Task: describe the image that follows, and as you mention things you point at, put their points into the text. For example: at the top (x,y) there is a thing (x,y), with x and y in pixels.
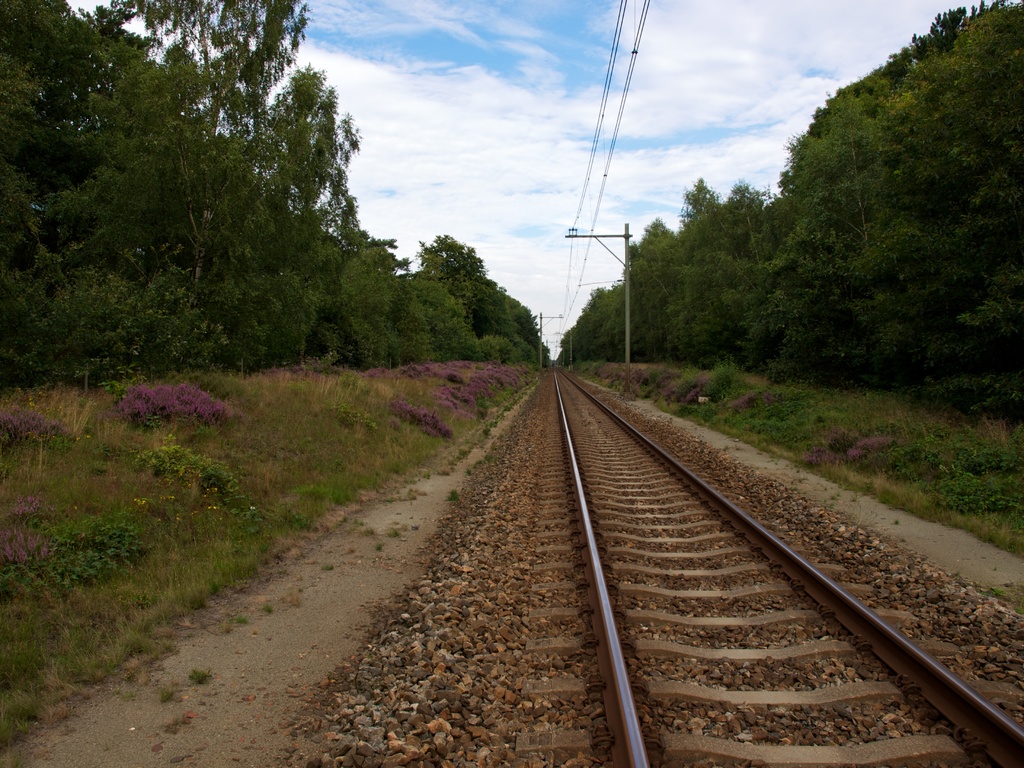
This is a railway track (606,459) and there are plants (997,471). Here we can see grass (202,545), pole (611,235), and trees (70,44). In the background (679,184) there is sky (705,128) with clouds (718,116).
